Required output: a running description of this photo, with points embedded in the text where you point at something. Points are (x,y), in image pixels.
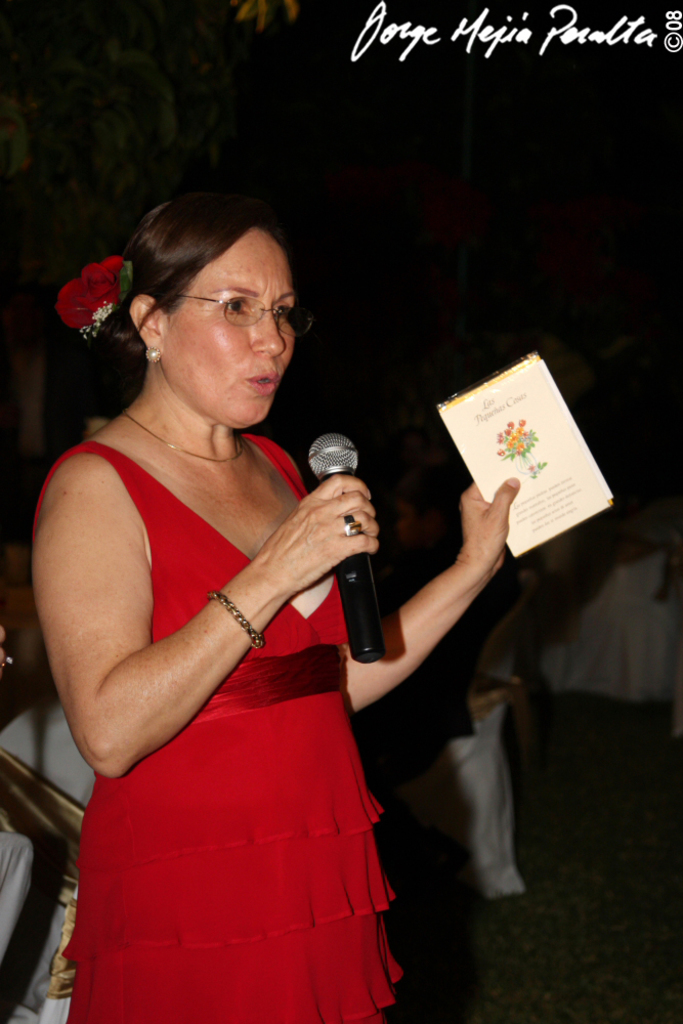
In this image there is a person (209,579) standing and talking, the person (261,558) is holding a microphone (327,457), the person (335,540) is holding an object (531,466), there is text (494,30) on the top of the image (527,31), there is an object (76,785) truncated towards the left of the image (27,792), there is an object (636,656) truncated towards the right of the image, there is an object (292,17) truncated towards the top of the image (214,61), the background of the image (260,128) is dark.
